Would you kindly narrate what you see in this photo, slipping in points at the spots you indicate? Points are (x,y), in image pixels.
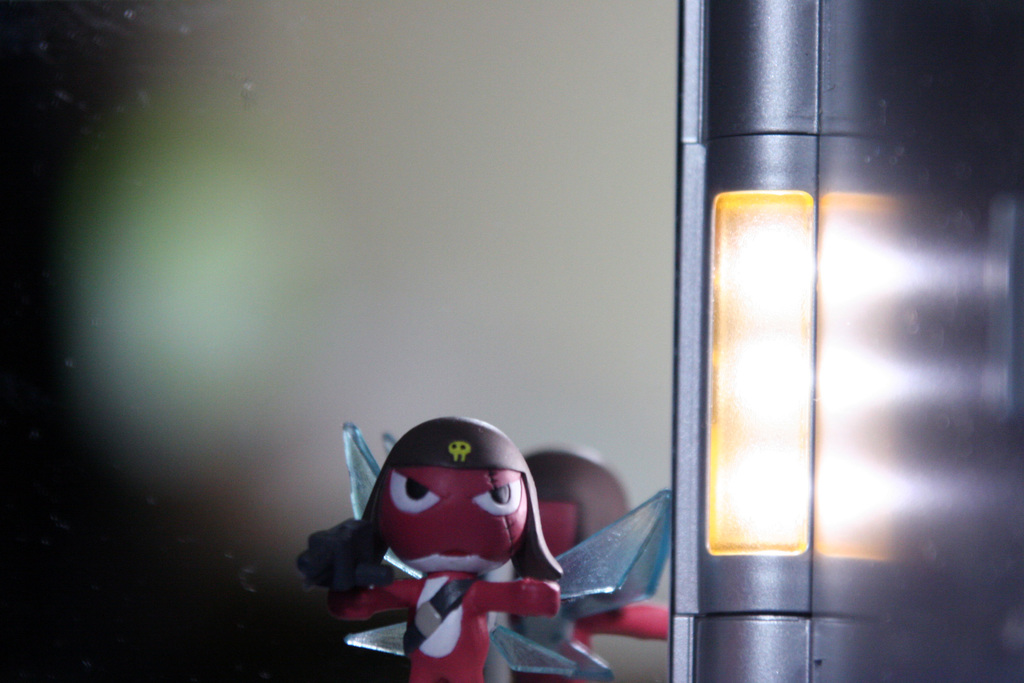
In this image in the foreground (432,518) there is one toy (370,541), and on the right side (764,426) there is one light (728,247) and pole (754,69). The background (349,268) is blurred.
